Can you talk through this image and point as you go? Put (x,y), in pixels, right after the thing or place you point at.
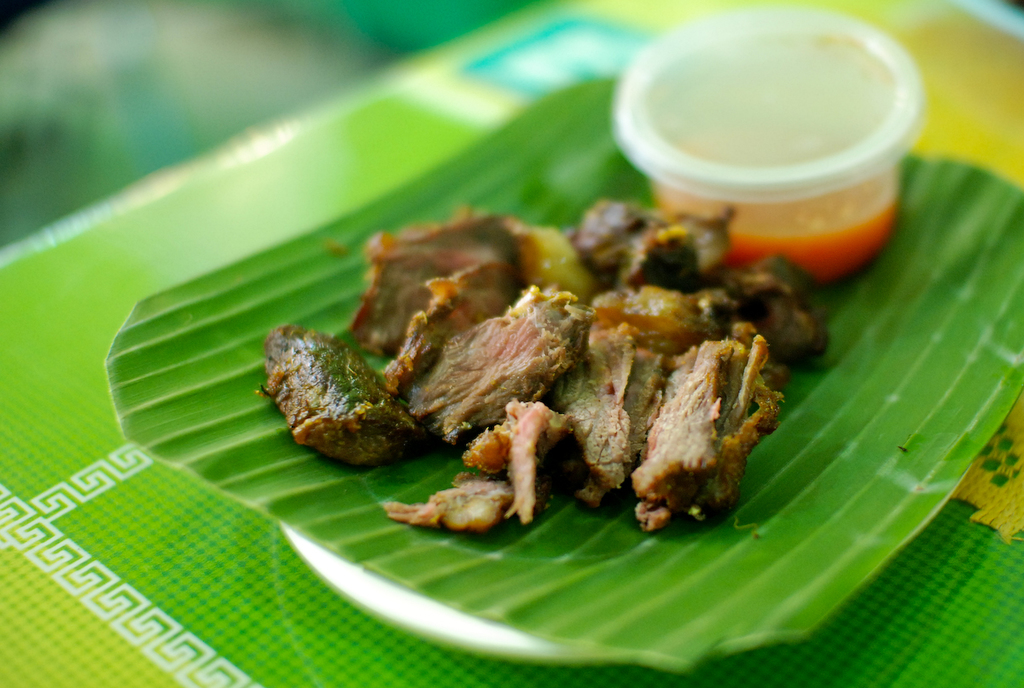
In this image I can see a green color plate (460,471). On the plate (652,545) I can see food item (552,381) and other object (802,142). The plate (187,391) is on a surface (114,580).
